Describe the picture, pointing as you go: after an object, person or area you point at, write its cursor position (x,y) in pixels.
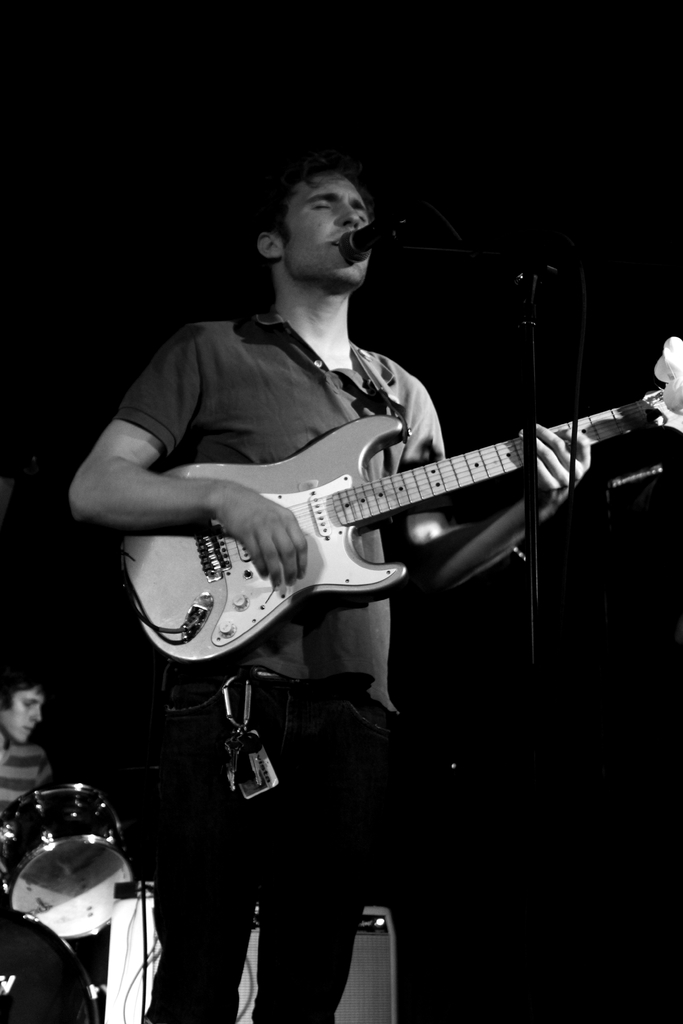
In this picture we can see a man (294,380) holding a guitar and playing it, he is also singing a song as we can see his mouth (336,242), there is a microphone (348,255) in front of him, in the background (45,765) can see another person (26,778) playing drums (53,815).
